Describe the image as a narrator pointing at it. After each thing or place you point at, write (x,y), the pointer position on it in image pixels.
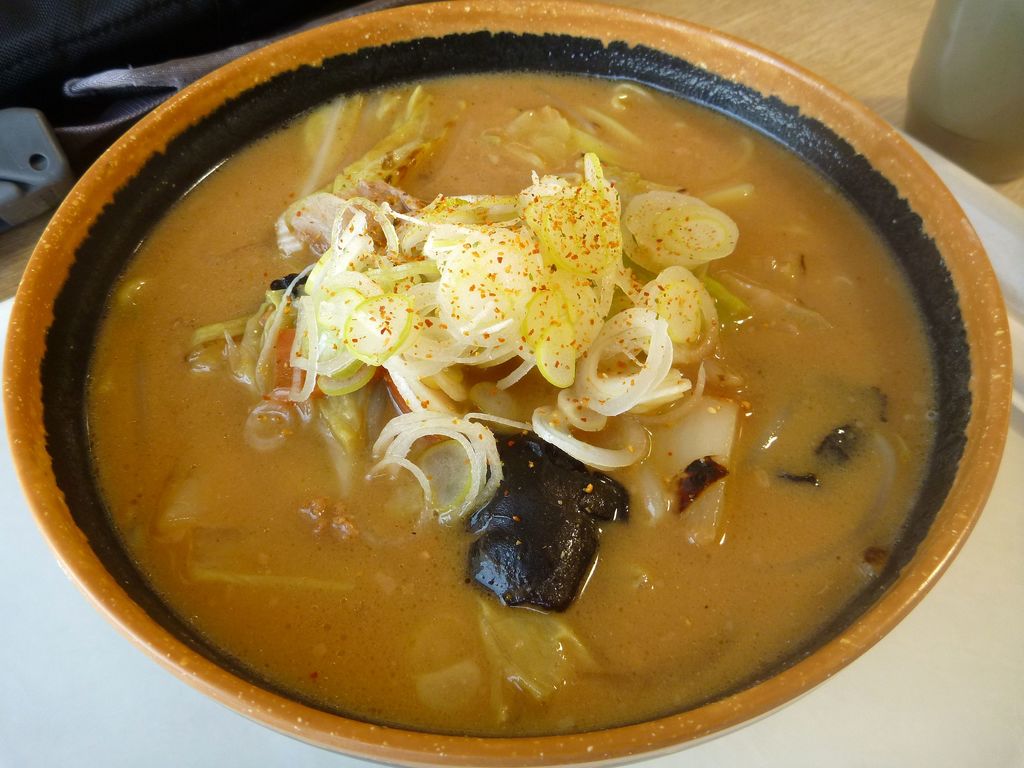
In this picture I can see the food item (549,331) in the bowl (541,442).
